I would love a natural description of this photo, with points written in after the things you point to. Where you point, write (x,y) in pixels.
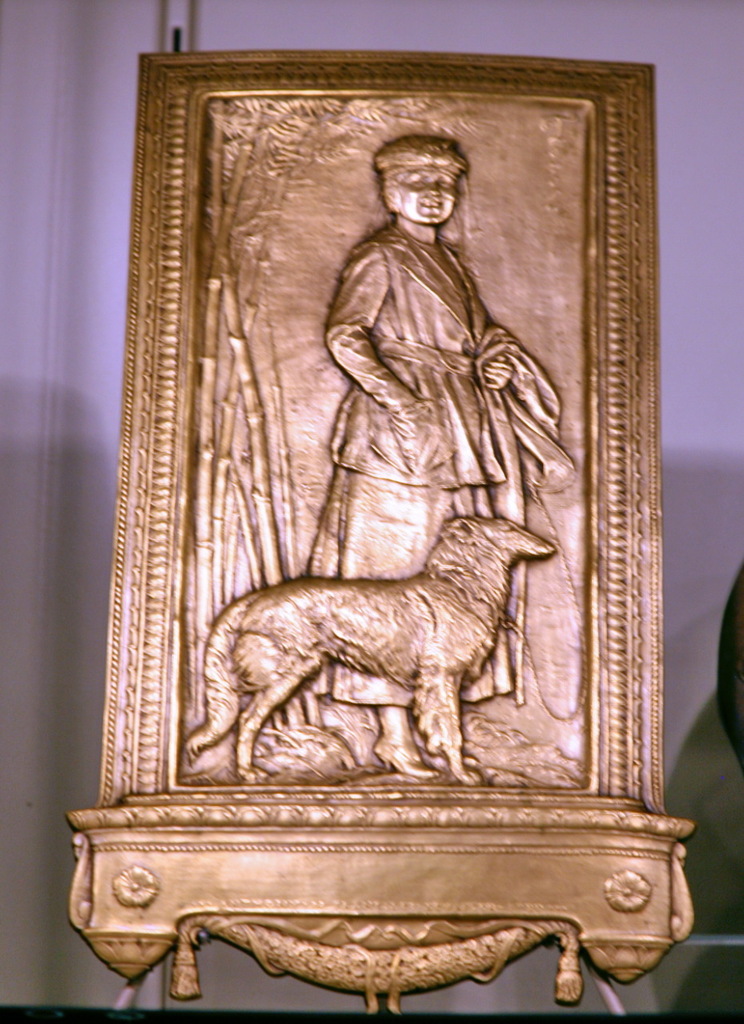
There is a golden frame (384,396) in the foreground area of the image (473,360), it seems like a wall (686,211) in the background (248,33).
